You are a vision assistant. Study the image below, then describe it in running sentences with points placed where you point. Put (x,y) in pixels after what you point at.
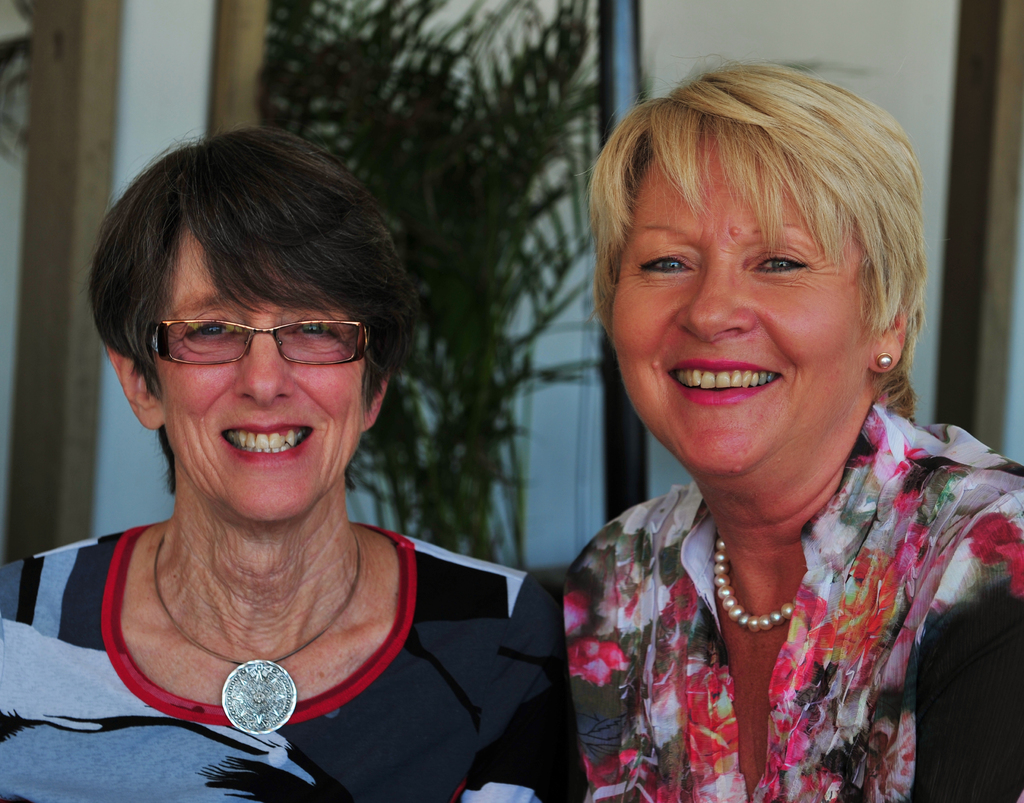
In the image there are two women (711,571), both of them are smiling and one of the women (188,380) is wearing spectacles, behind the women (289,601) there is a plant (440,217) and beside the plant (585,4) there is a wall (773,33).
